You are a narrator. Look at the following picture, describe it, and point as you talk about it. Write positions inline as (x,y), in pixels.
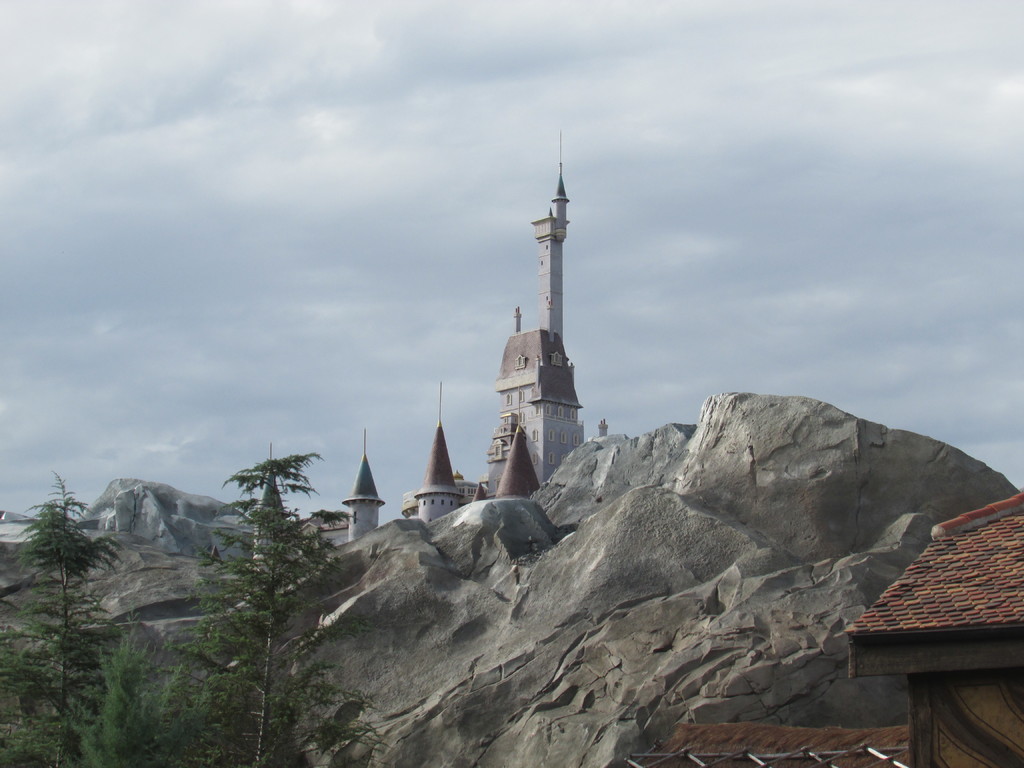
In this picture we can observe a building (492,465) on the hill (490,523). There are trees (212,585) on the left side (113,679). We can observe hills (470,563). On the right side (967,592) we can observe a house (925,649). In the background (582,212) there is a sky (345,229) with clouds (503,322).
